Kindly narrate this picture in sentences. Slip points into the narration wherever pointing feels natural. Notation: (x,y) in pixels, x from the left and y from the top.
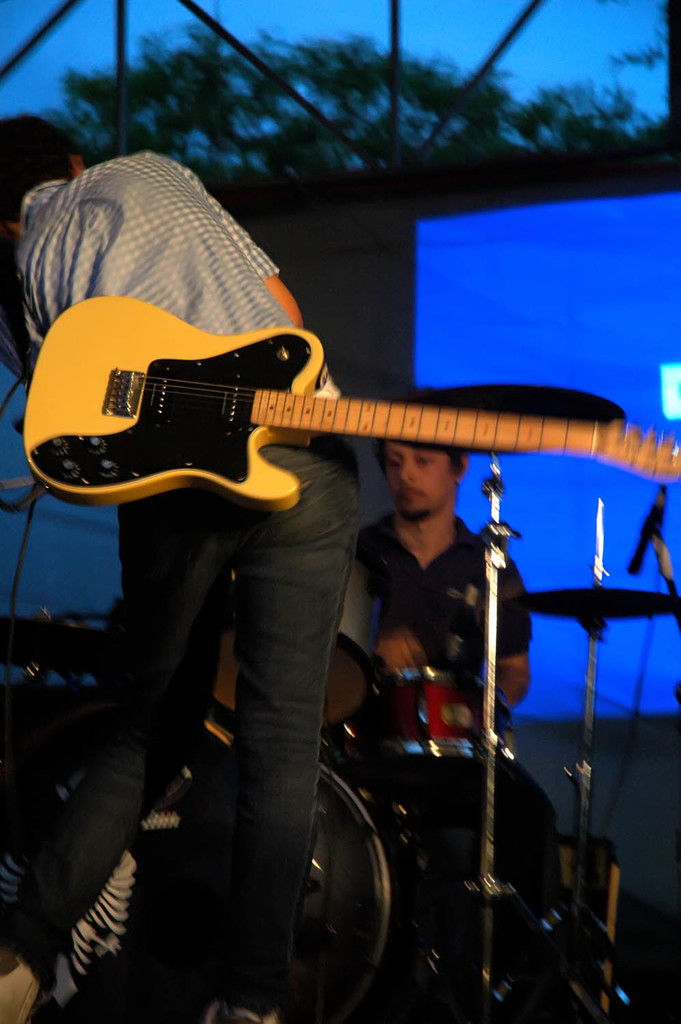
Two men (245,309) are playing music on a stage (497,800).
